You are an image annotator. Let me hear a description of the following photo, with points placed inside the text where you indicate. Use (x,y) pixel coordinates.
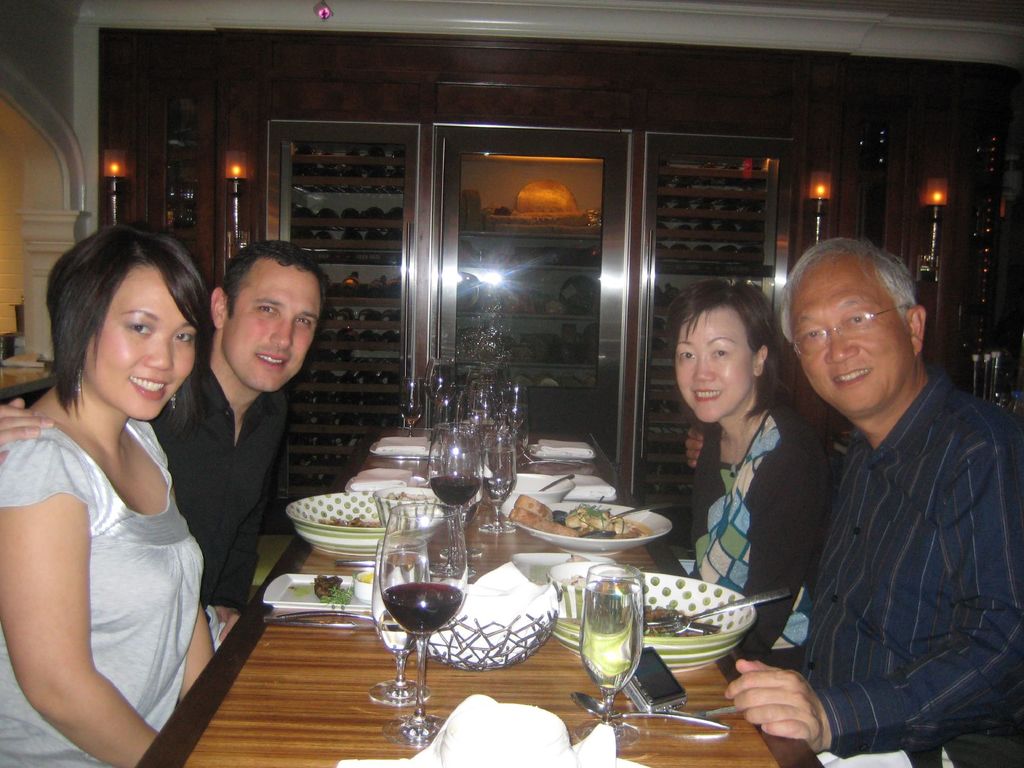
In this image we can see some people (93,683) sitting around the table (297,554) on which there are some glasses (460,564), plates (526,503) and some other things (598,743) and behind there are some shelves (542,303) and some lights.
